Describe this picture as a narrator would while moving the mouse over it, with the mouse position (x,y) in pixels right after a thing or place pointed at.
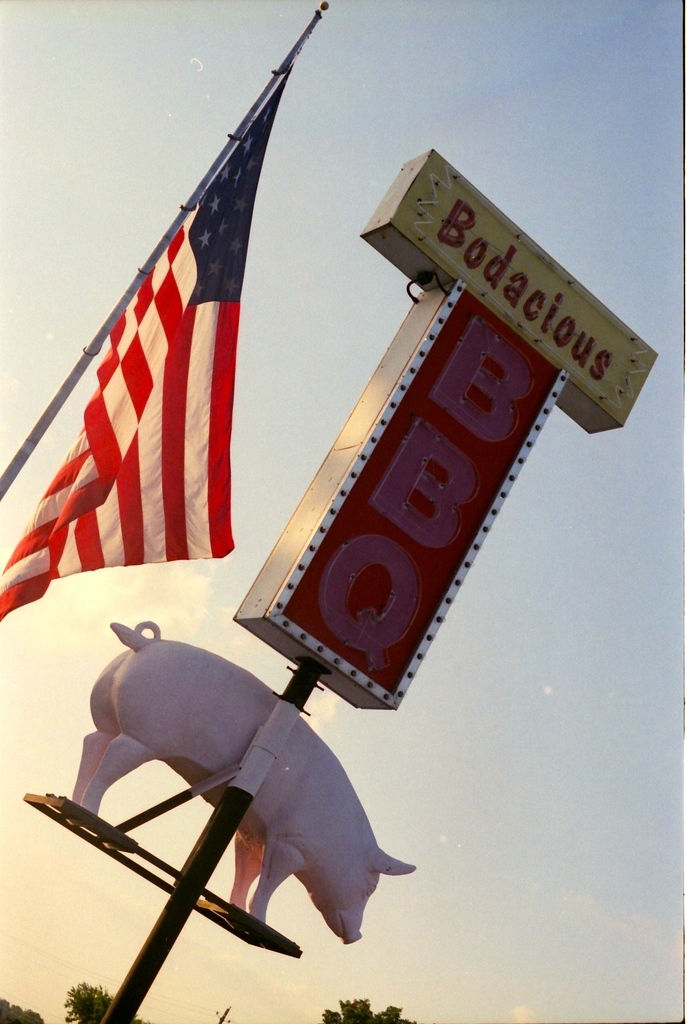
In this image I can see there is a statue of a pig (342,832) and a board (473,361). At the back (181,385) there are trees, flag (227,454) and a sky (408,754).
